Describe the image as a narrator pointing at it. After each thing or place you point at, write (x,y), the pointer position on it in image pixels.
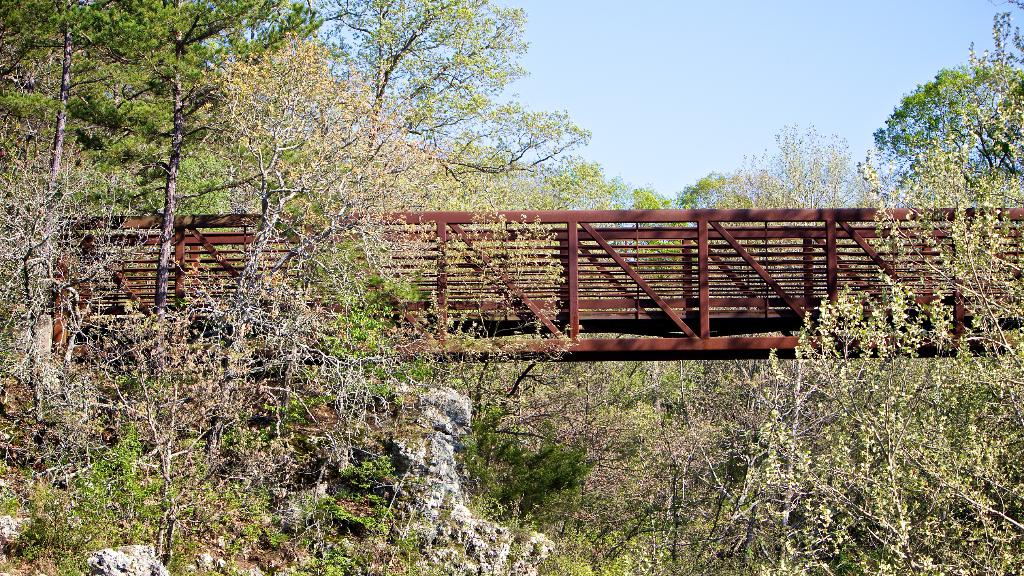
In this picture I can observe brown color bridge (566,293) in the middle of the picture (622,313). In the background (531,419) there are trees (588,420) and sky (674,162).
